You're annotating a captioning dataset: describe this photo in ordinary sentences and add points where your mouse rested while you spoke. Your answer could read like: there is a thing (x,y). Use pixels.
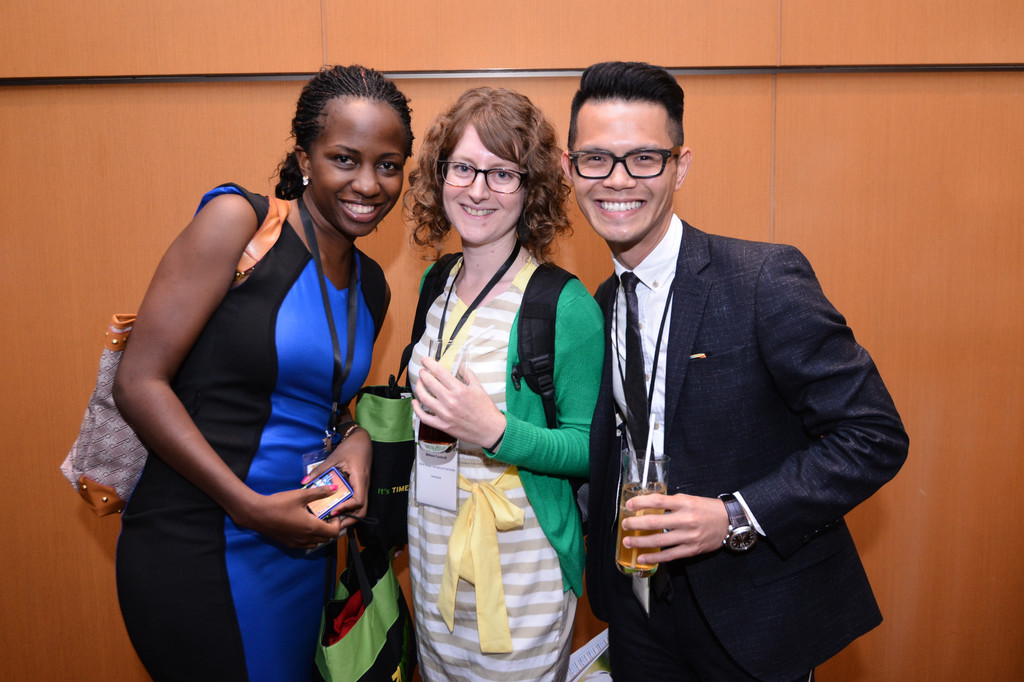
In this image we can see three persons (590,349) and they are smiling. In the background (57,152) there is a wall (788,119).
